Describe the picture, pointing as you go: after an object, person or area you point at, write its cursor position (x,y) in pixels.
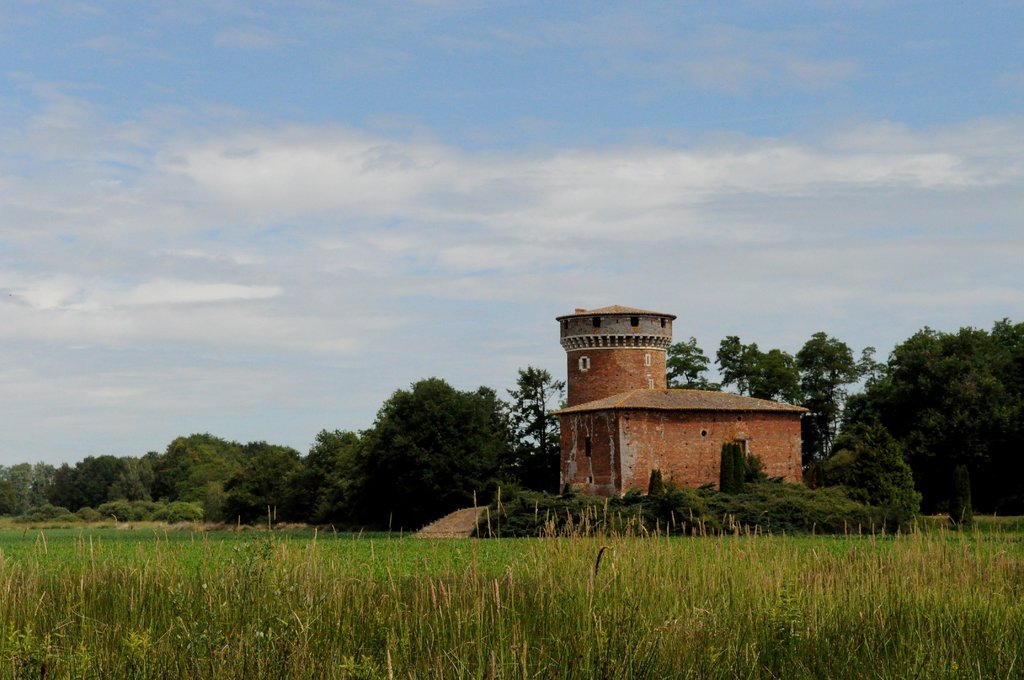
In the image we can see a building (626,439), grass (447,596), plant (385,457) and a cloudy sky (367,250).
